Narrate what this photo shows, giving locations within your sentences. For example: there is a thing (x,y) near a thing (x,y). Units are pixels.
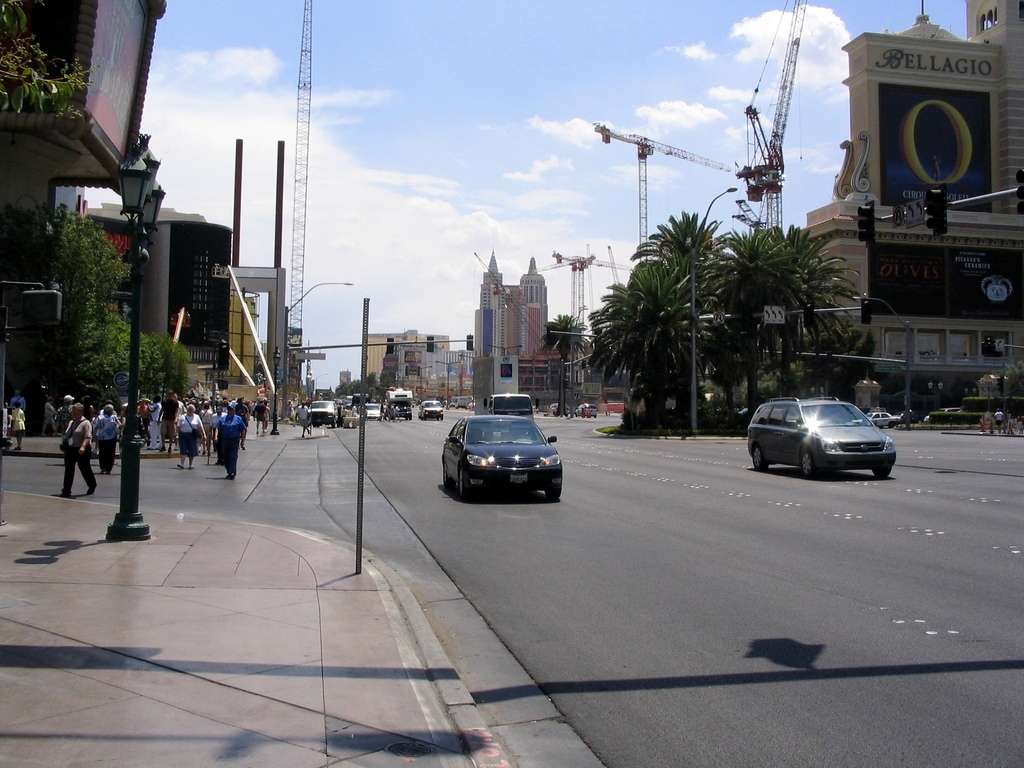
On the left side (200,702), there are lights (154,189) attached to the pole (139,467) and a small pole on the footpath (298,550). On the right side (933,652), there is a road (893,612) on which there are vehicles (806,418). In the background (281,394), there are persons (108,455) walking, there are buildings (894,240), towers (641,213) and there are clouds (656,175) in the blue sky (531,53).
